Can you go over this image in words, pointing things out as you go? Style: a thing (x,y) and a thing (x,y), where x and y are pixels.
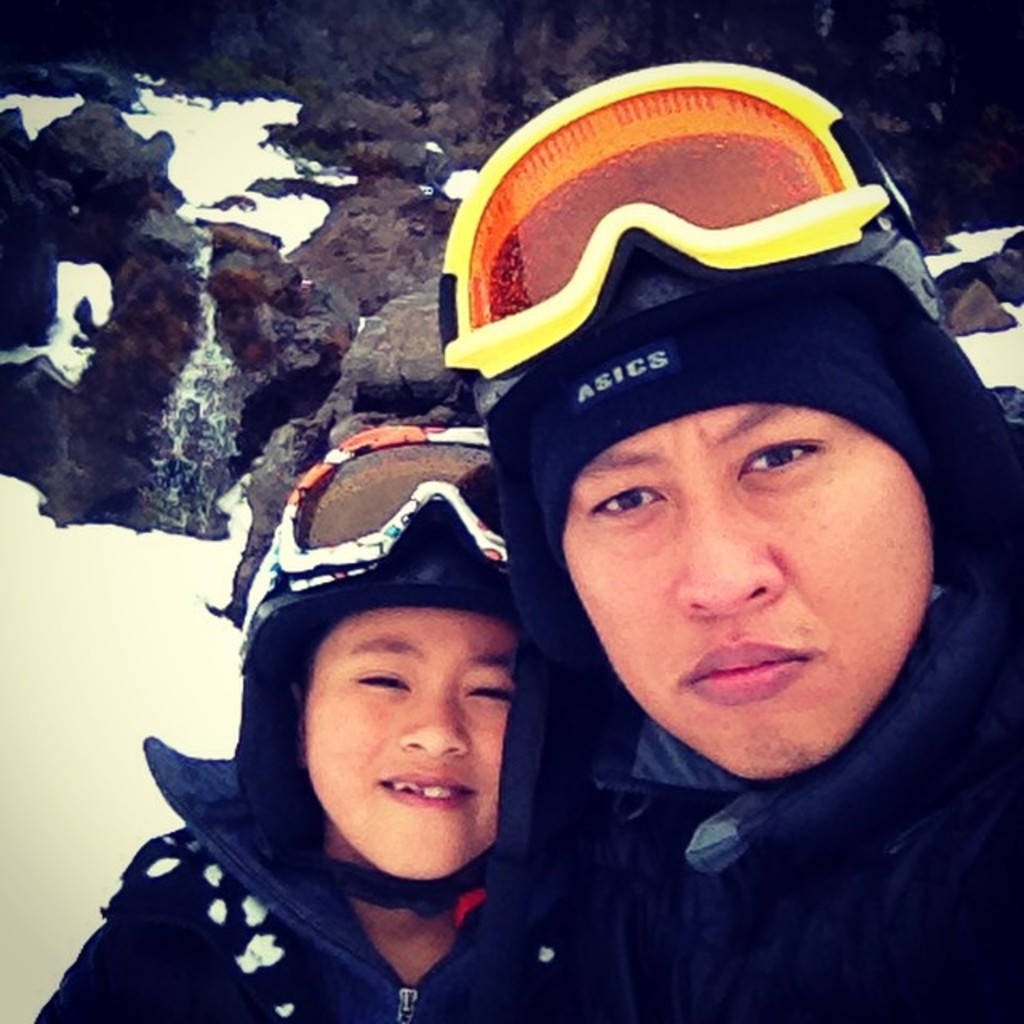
In the image two persons (745,368) are standing and one is smiling. Behind them there are some hills (405,313) and there is snow (291,114).
